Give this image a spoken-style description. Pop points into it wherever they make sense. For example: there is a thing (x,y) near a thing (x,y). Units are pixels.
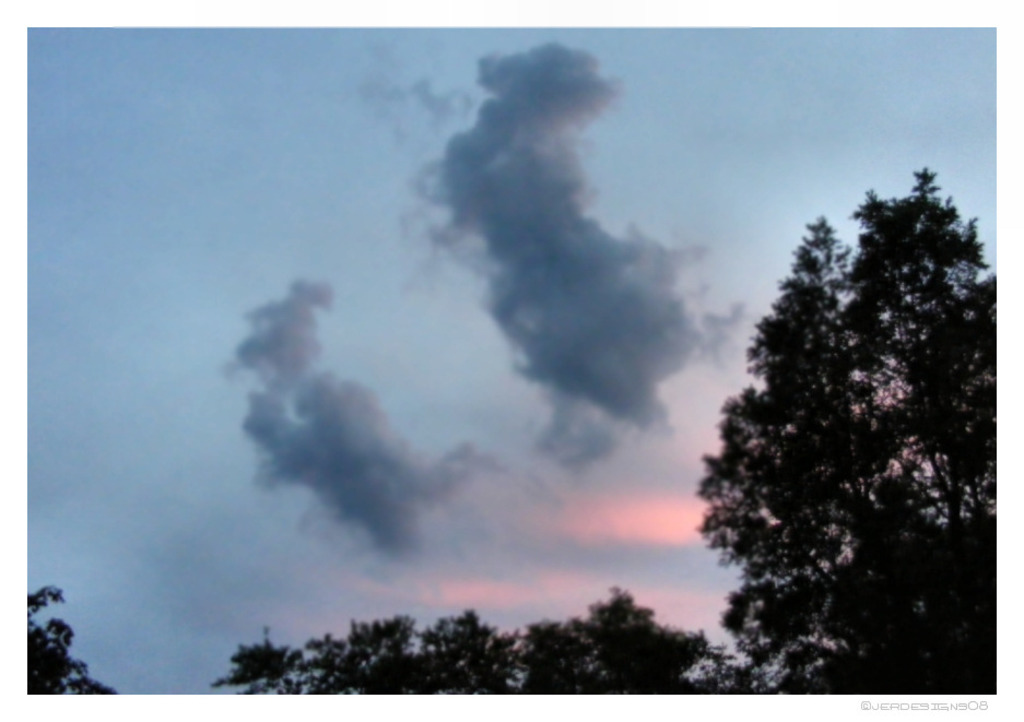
At the bottom of the image (36,631) we can see some trees (968,693). At the top of the image (707,51) we can see some clouds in the sky (963,38).
